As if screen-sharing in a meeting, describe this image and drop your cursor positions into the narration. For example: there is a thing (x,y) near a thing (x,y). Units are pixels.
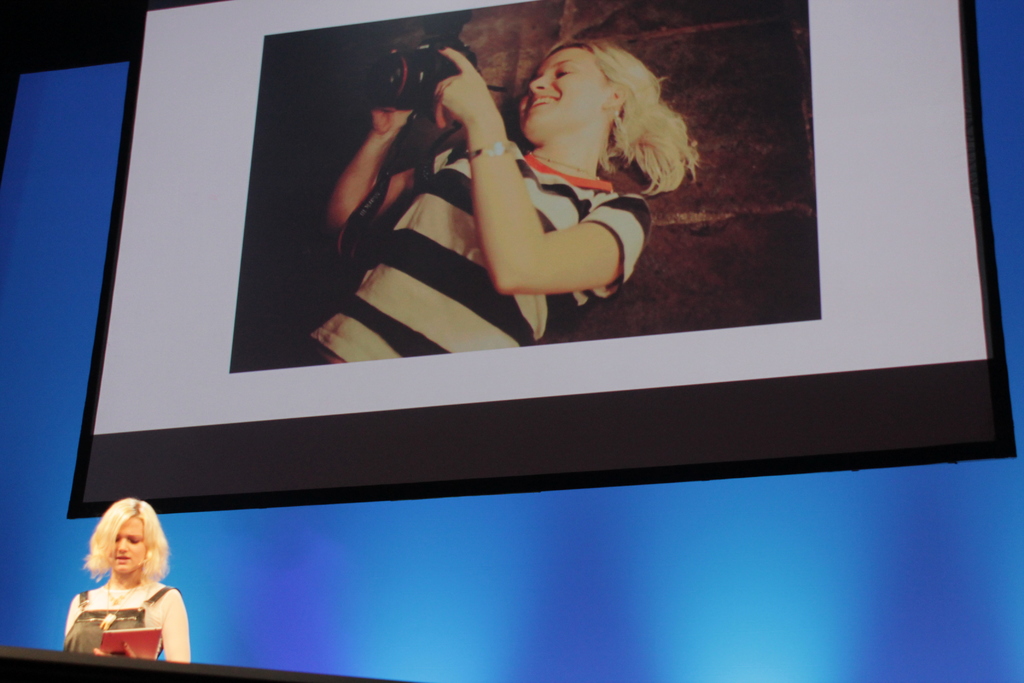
In this image I can see a person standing and holding some object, background (515,386) I can see a projector screen (487,388). In the screen (551,368) I can see a person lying and holding a camera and I can see blue and black color background (105,20).
